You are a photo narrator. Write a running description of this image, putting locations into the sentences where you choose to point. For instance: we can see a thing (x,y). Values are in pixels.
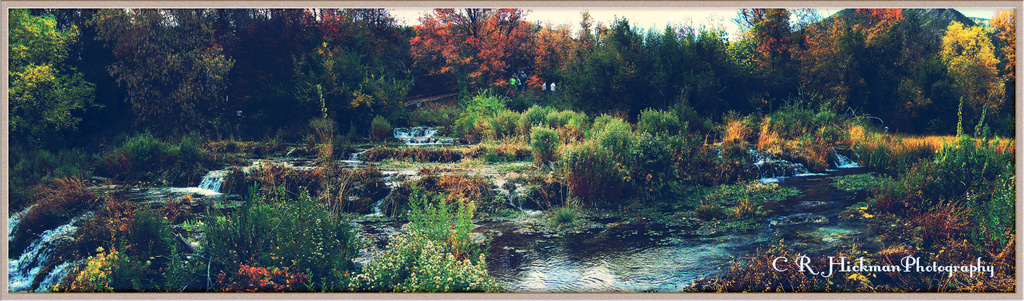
The picture might be taken in a forest (140,116). In the foreground of the picture (490,170) there are plants (466,206) and water (386,177) flowing. In the background (426,65) there are trees (537,83), people (521,86) and plants (548,102). At the top (661,16) we can see sky (661,16).
